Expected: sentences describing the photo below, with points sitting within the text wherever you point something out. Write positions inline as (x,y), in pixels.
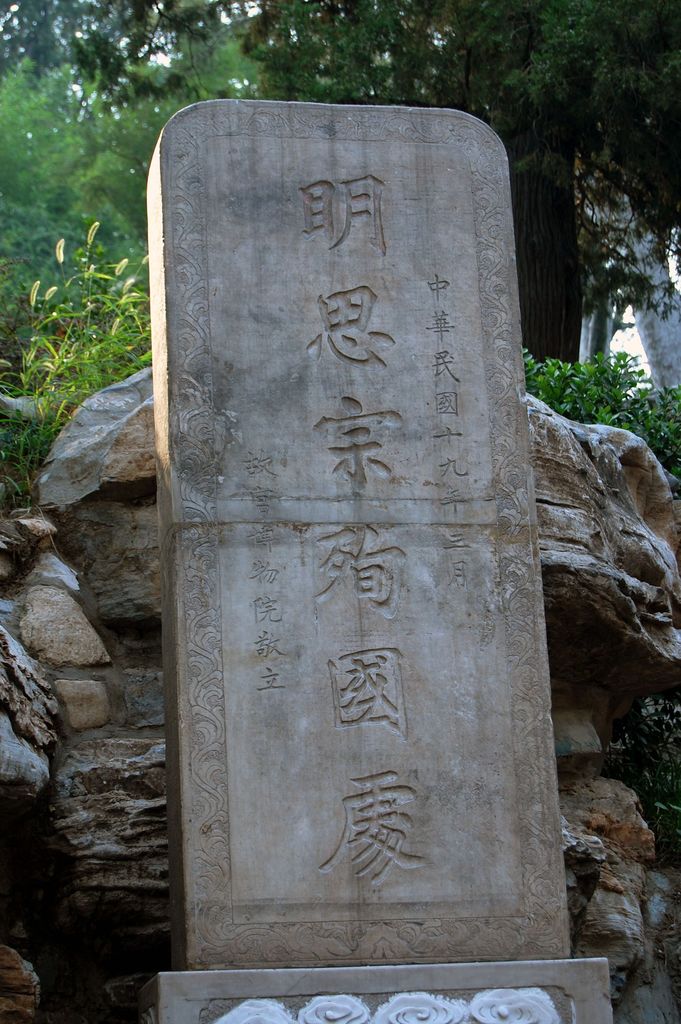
In this picture I can see carving text (345,313) on the stone (270,272) and I can see rocks (4,633) and trees (370,69) in the back (420,97).
